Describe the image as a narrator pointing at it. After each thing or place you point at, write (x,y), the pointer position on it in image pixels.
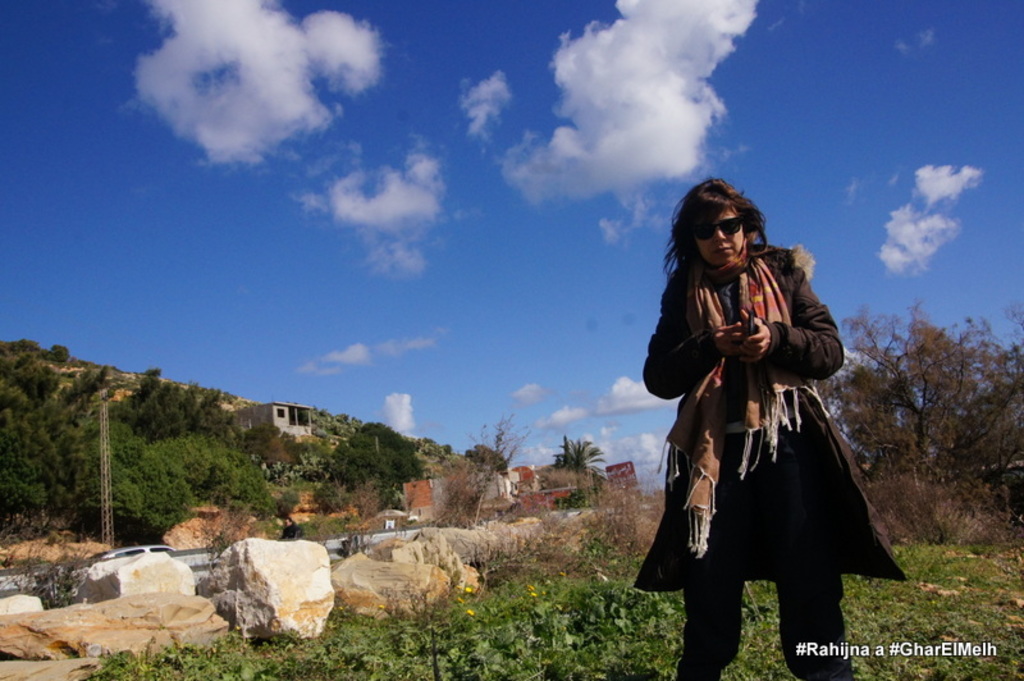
In this image I can see a woman (761,395) wearing black dress (773,509) is standing and holding an object (753,314) in her hand (736,324). I can see few plants (545,599), few rocks (383,587) and few trees (925,420). In the background (523,473) I can see few buildings (246,425), a mountain (252,436), a metal tower (106,408), few trees (112,436) and the sky (381,149).
